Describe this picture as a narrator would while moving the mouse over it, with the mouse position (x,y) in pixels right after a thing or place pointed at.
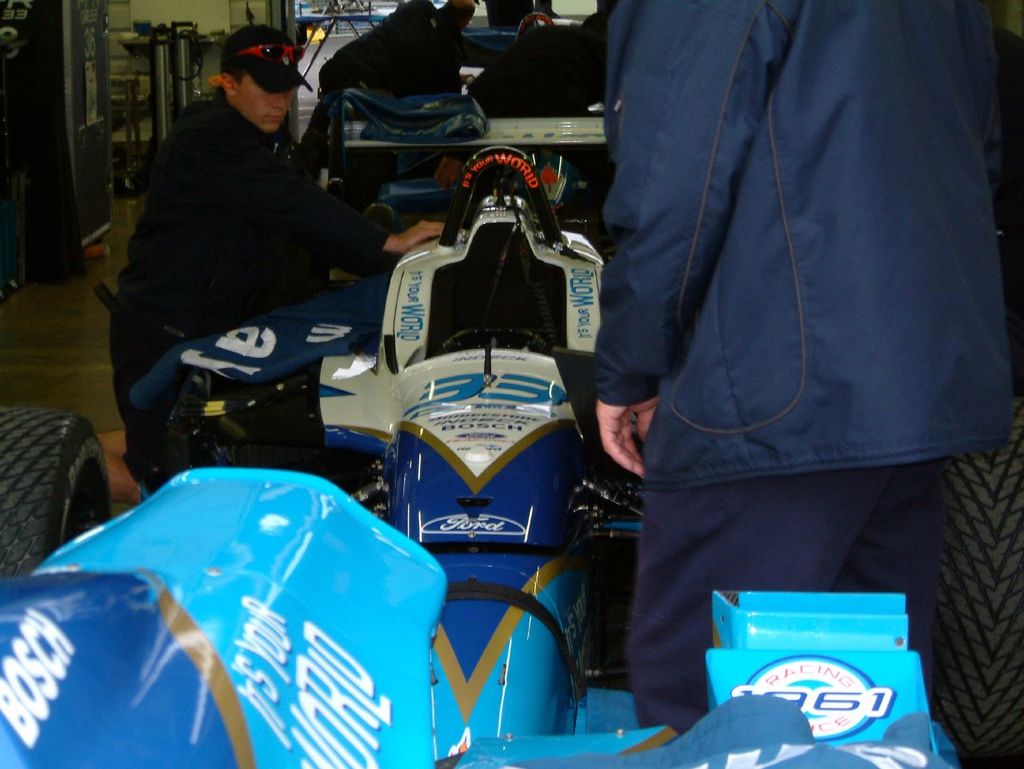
In this picture I can see the vehicle (460,501) on the surface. I can see the people (169,186).
